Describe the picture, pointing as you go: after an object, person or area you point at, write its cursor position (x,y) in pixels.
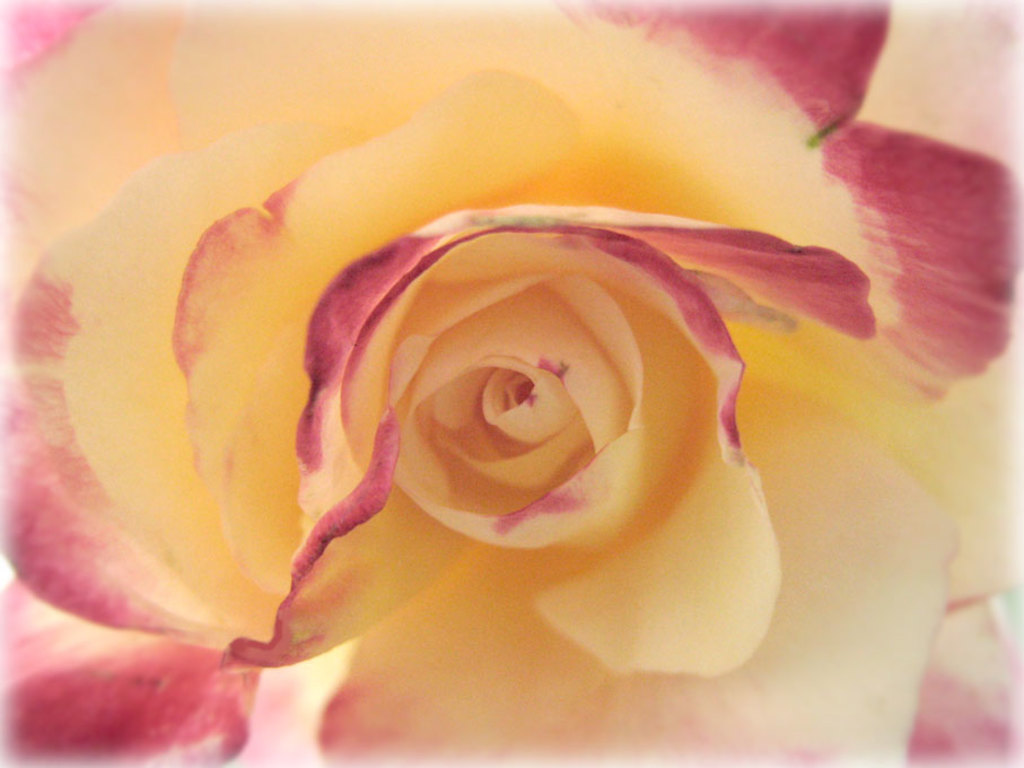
In this image I can see a yellow color flower (707,390). At the corner of this petals (47,567) I can see pink color.
